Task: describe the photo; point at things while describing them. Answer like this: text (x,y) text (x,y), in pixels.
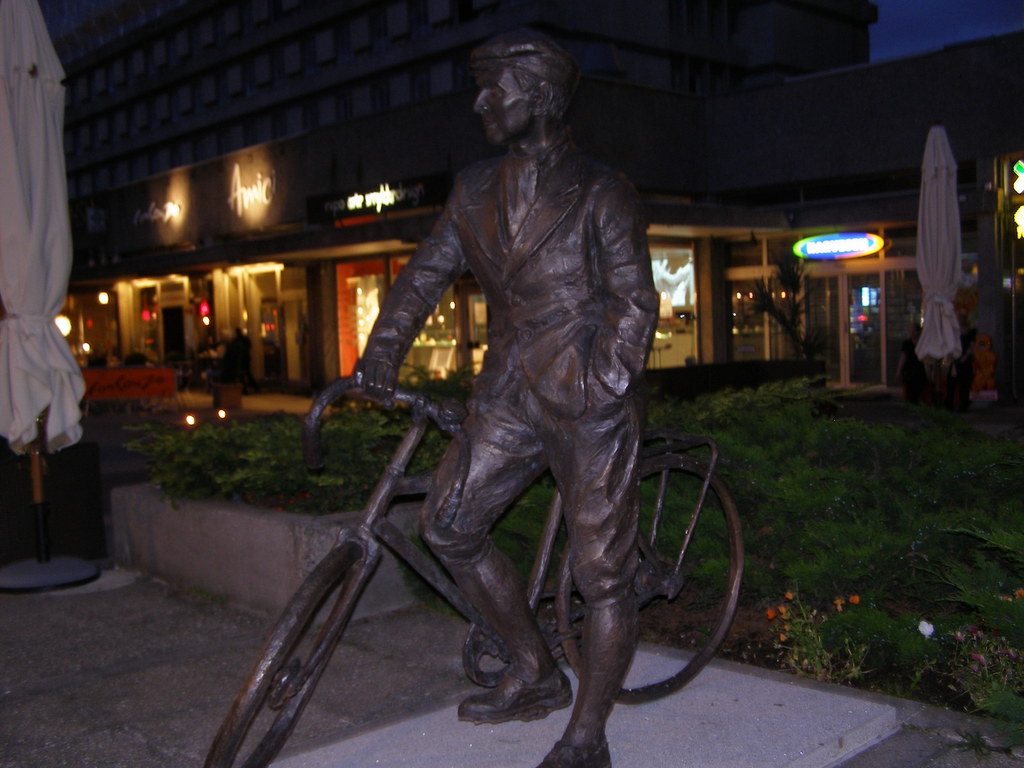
There is a statue (430,513) in the foreground area of the image (628,472), there are stores (220,252), umbrellas (57,243), plants (709,408) and light (352,279) in the background (773,240).
